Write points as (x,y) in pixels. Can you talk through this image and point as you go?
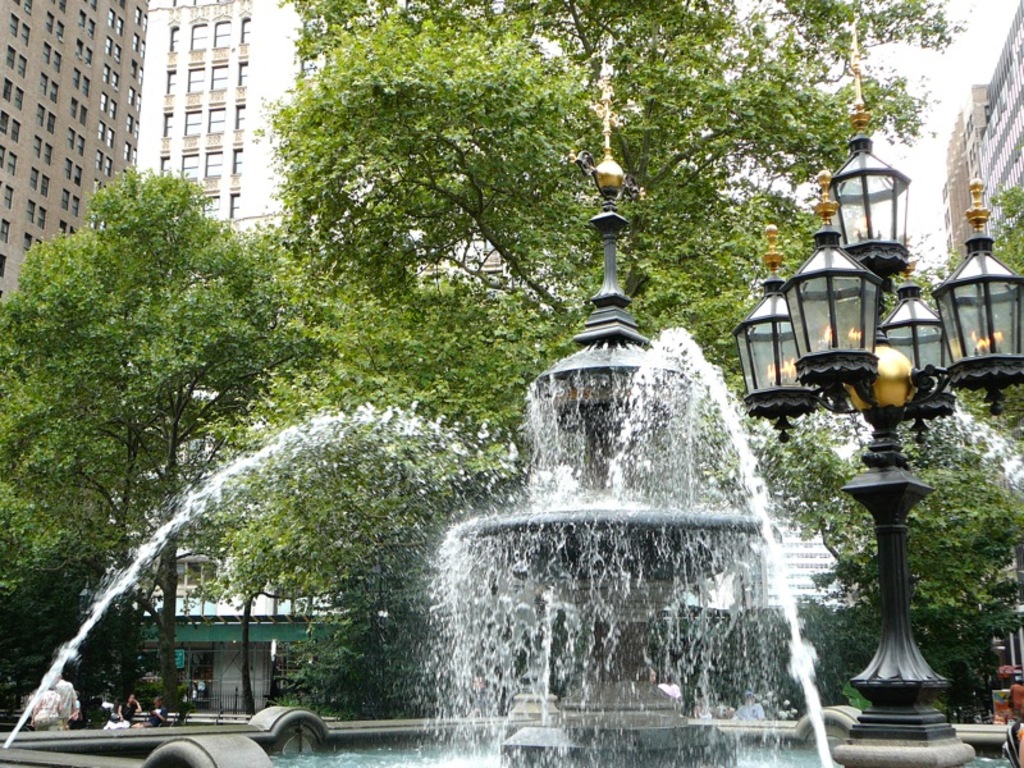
In this image we can see a fountain (622,444), some street lamps (860,338) to a pole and some people (131,719) on the ground (139,719). We can also see a fence (234,701), a group of trees (63,595), buildings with windows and the sky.
